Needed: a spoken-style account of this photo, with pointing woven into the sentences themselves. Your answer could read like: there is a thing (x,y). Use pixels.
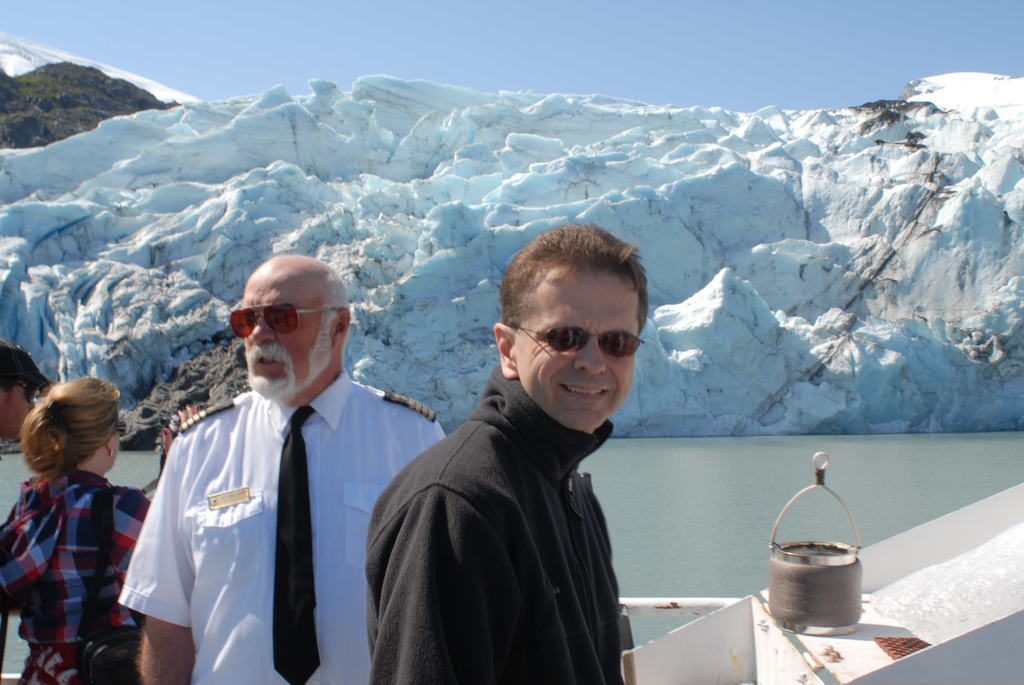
In the foreground of the image (353,435) there are people (365,408). In the background of the image (264,117) there is ice mountain (453,183). In the center of the image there is water (603,470).
